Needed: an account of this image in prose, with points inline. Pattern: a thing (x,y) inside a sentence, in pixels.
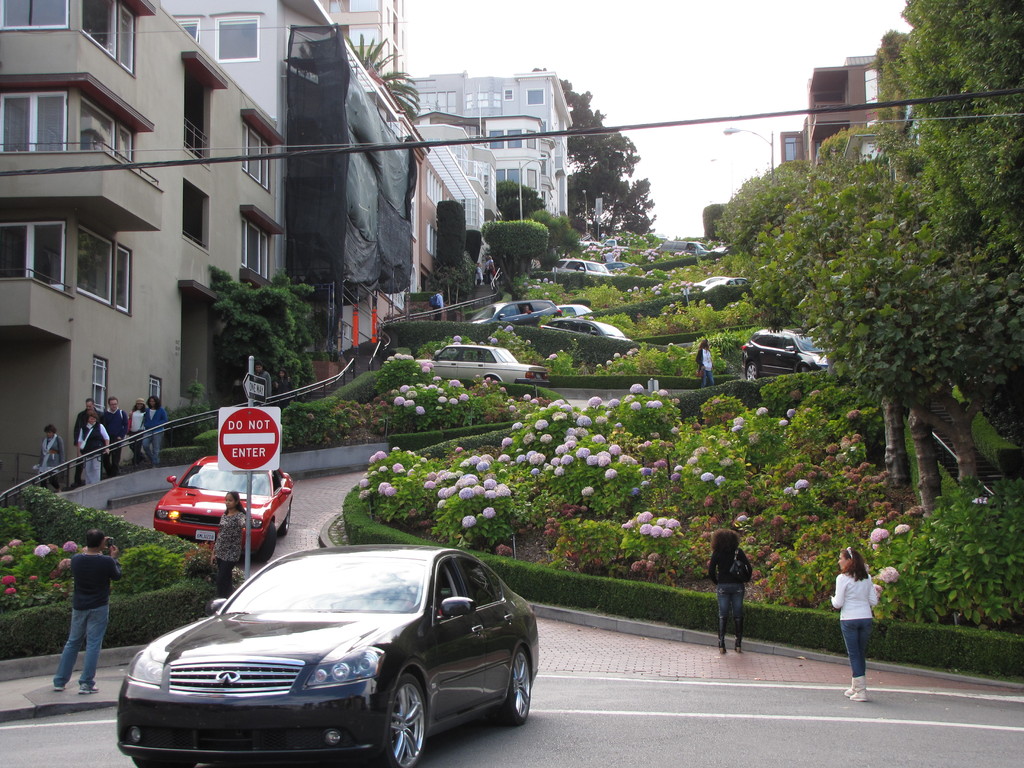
In the image there are many buildings (49,213) on the left side (76,352) and in front of those buildings (75,398) there is a slope (317,503) and the cars (549,311) were moving down from that slope (499,495), around the slope (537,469) there are many flowering plants (657,296) and on the right side (963,457) there are few trees (900,462), there are some people (739,589) standing around that slope (617,299).
